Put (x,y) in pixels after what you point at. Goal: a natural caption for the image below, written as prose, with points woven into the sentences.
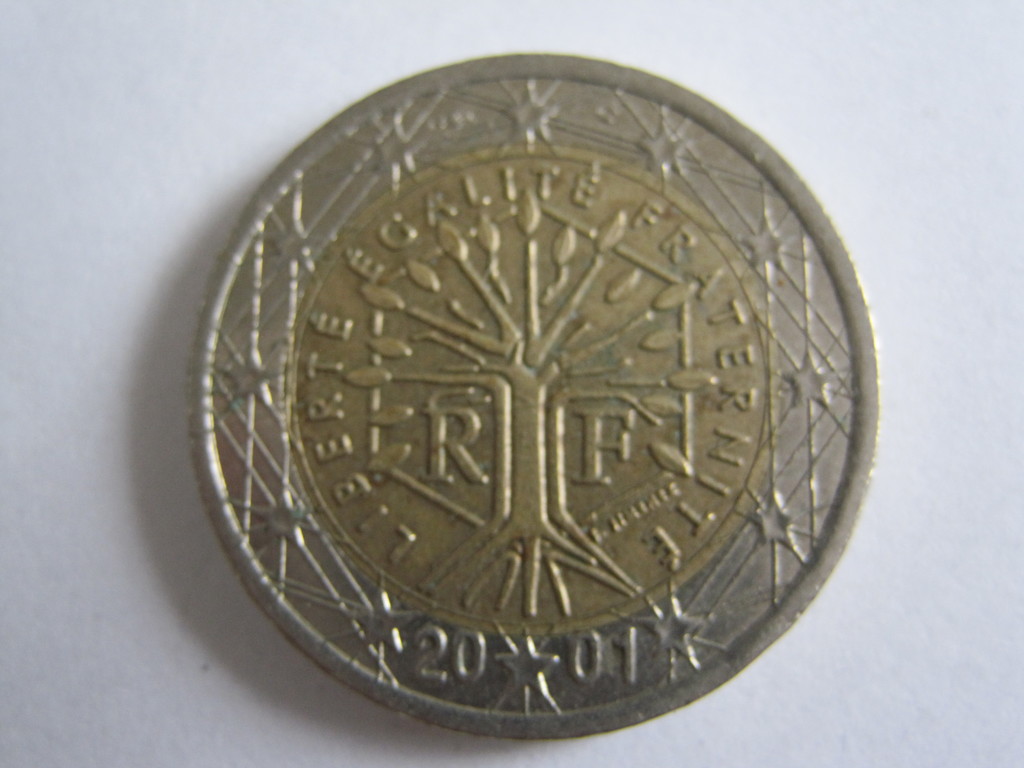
In this image I can see a coin (325,289) and I can see white color background (188,264).
